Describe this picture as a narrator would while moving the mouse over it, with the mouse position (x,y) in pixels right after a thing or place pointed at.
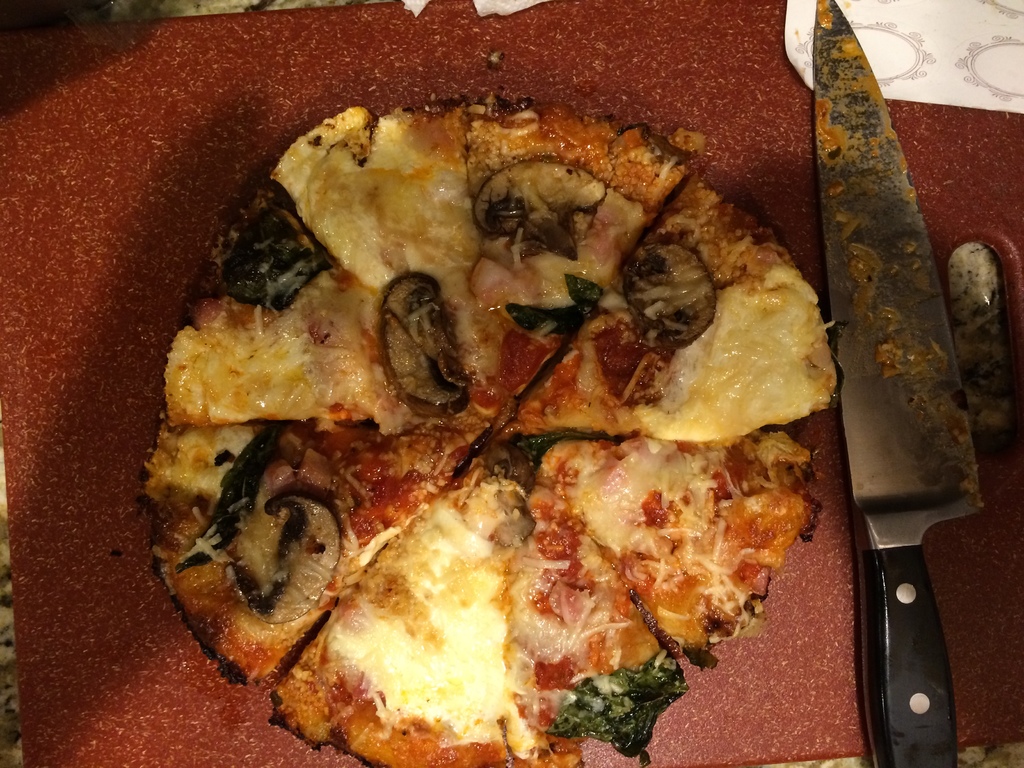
In this image we can see a pizza (606,529) and a knife (840,142) on the surface (666,724).
